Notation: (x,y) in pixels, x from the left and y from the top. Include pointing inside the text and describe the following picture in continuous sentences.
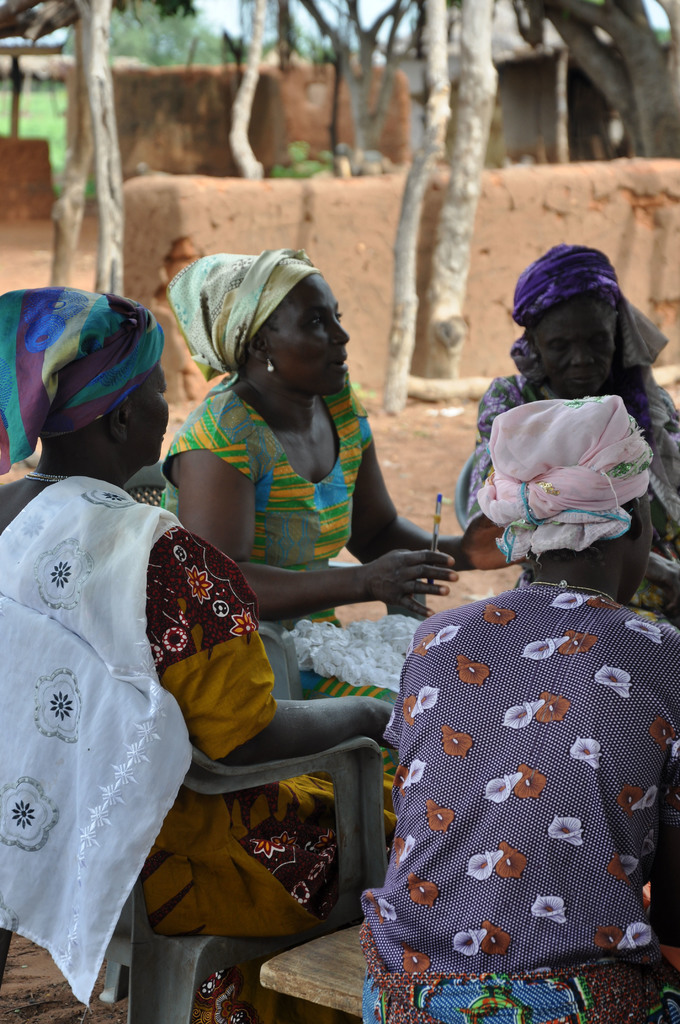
This image is clicked outside. There are some people (230,969) sitting in the middle (292,419). There are trees (678,143) at the top (111,45).
